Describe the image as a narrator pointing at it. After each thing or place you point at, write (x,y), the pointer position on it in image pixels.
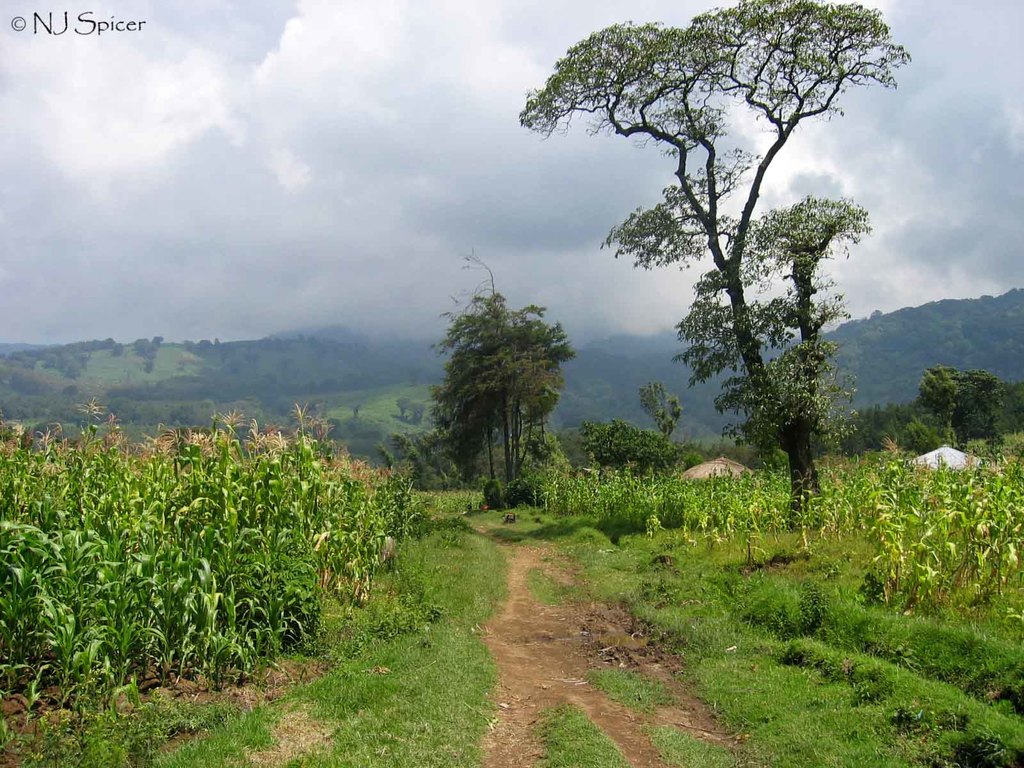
In the foreground of the picture (269,516) there are plants (964,553), grass (390,658) and path (578,619). In the center of the picture (546,435) there are trees (654,436) and fields (119,365). In the background (830,339) there are trees (985,345) and fog (393,298). Sky (335,165) is cloudy.
